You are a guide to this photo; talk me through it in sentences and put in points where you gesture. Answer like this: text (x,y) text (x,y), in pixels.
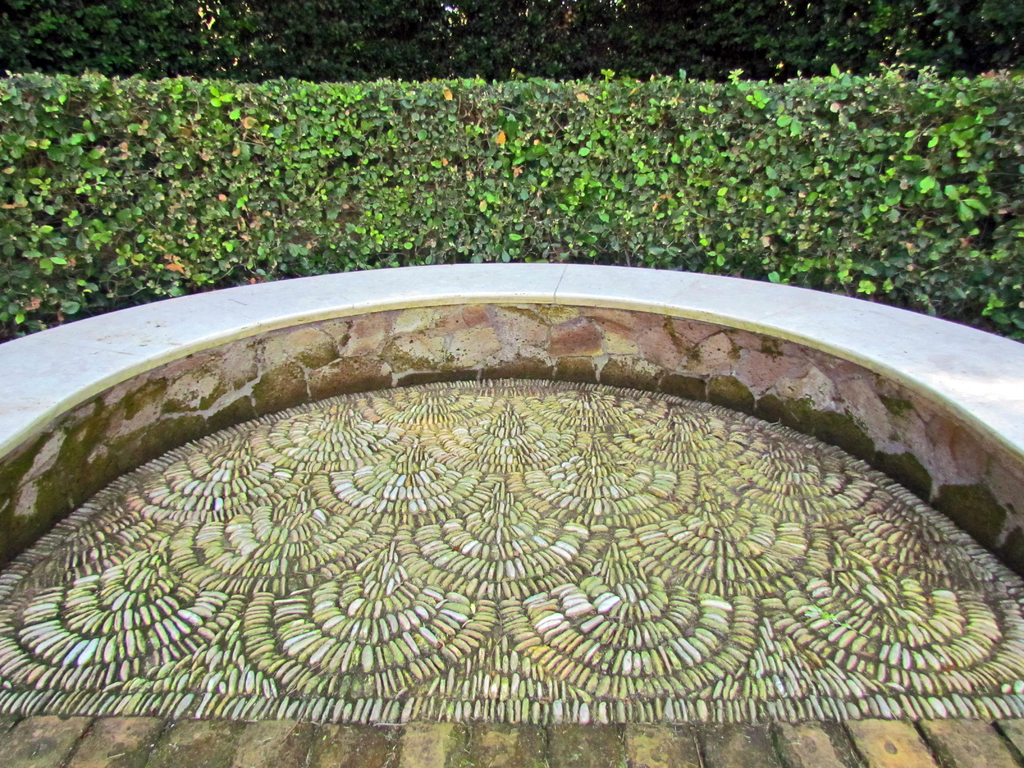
In this image there is a floor (534,593) on which there is some design (505,600). There is a circular wall (437,368) around the floor (606,519). In the background (467,157) there are plants (491,147).
